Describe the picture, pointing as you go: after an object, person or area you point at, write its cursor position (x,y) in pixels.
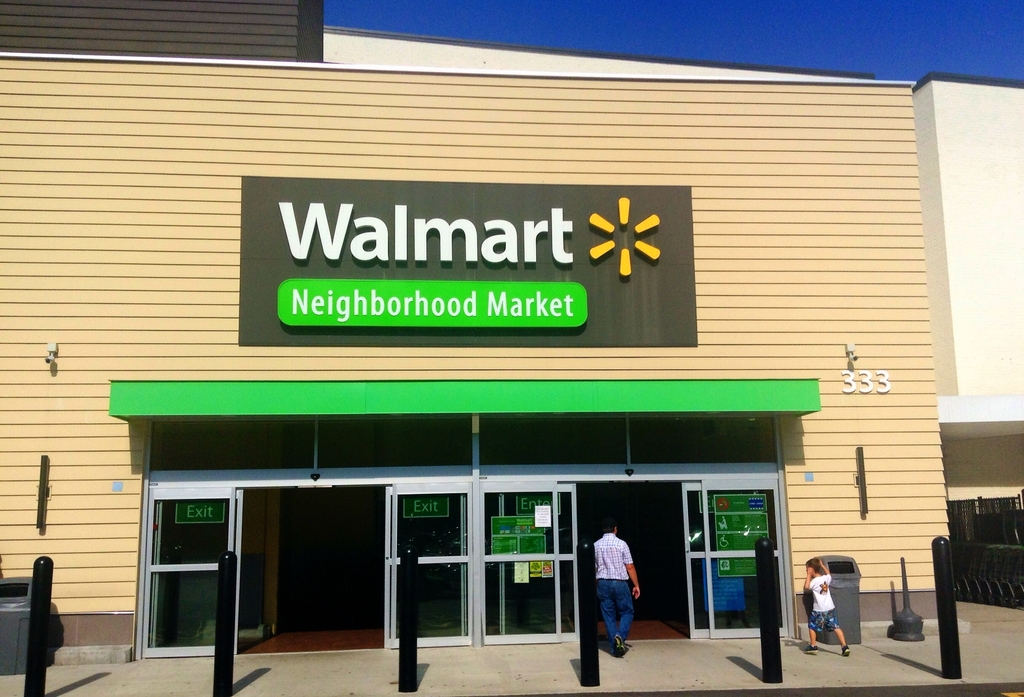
In this image, we can see a mart (767,389). Here there is a hoarding (382,295). At the bottom (596,634), we can see few black poles (224,694), a kid (822,608) and person (624,591) are walking. Here there are few glass doors (438,571) with signboards (197,511) and some poster (553,564). Top of the image (718,41), there is a sky (801,51).
